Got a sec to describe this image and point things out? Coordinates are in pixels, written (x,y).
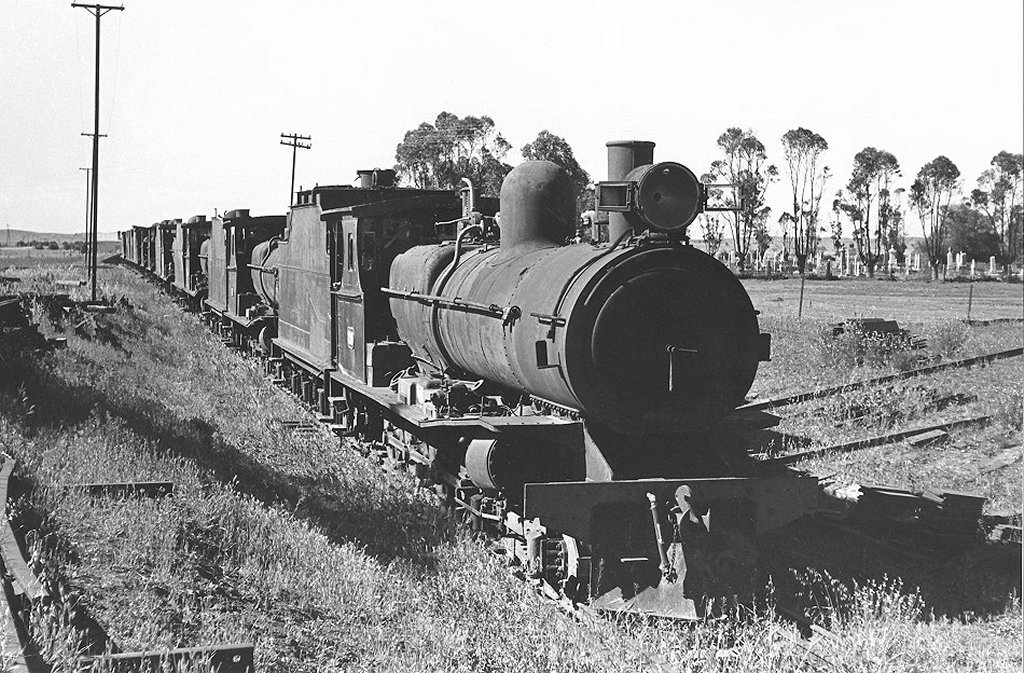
In this black and white image there is a train (416,332) on the track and there are a few poles (95,199) on the surface of the grass (120,440). In the background (300,131) there are trees (494,141) and the sky (469,68).
